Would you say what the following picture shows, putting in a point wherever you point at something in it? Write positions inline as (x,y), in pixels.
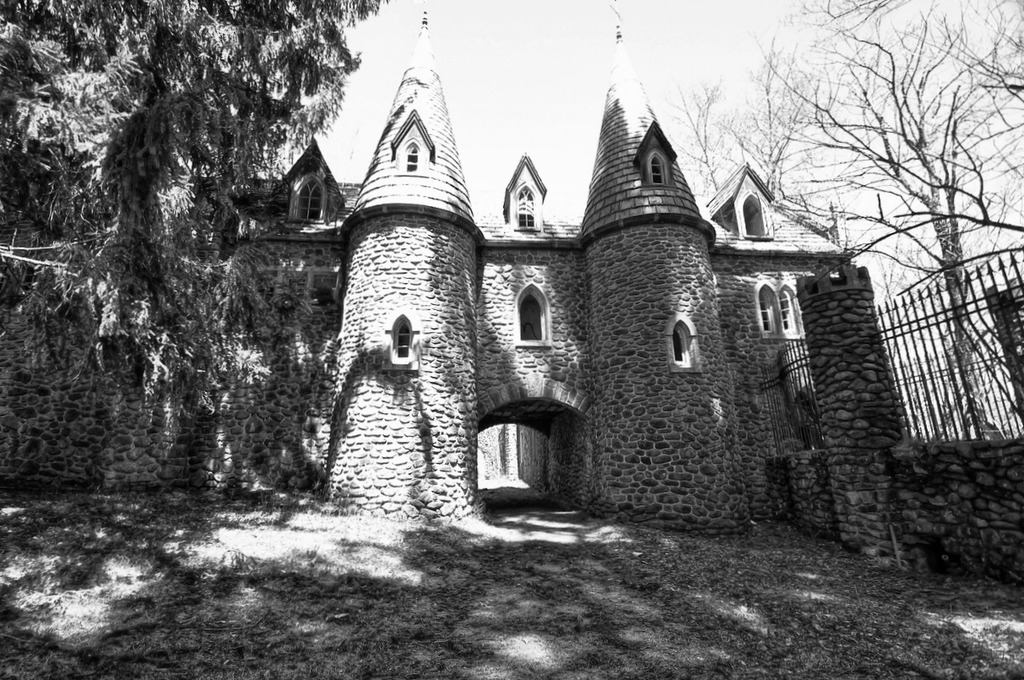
In the foreground of this black and white image, on either side there are trees (972,165). At the bottom (635,633), there is the ground (766,645). In the middle (367,346), there is a castle (466,344). On the right (937,373), there is fencing (960,315) and stone wall (948,504). At the top (525,22), there is the sky (498,22).
